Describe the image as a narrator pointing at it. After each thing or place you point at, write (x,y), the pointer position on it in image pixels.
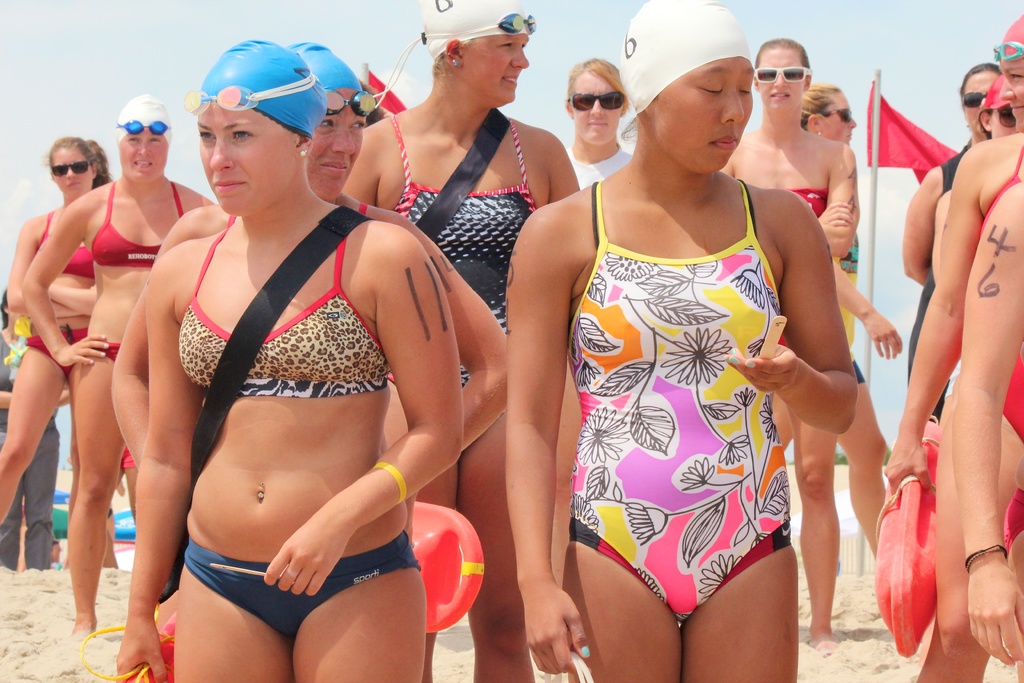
In this picture I can see number of women (787,488), who are standing and I see that all of them are wearing swimming costumes (721,292). I can also see that there are caps (299,120) on few of them and rest of them are wearing shades (581,105) and I see the sand (870,632). In the background (71,44) I see the sky (754,37) and on the right of this image (891,116) I see a pole (877,103) on which there is a red color flag (933,148) and I see few women (963,343) are holding a red color thing (445,542) in their hands (266,585).
